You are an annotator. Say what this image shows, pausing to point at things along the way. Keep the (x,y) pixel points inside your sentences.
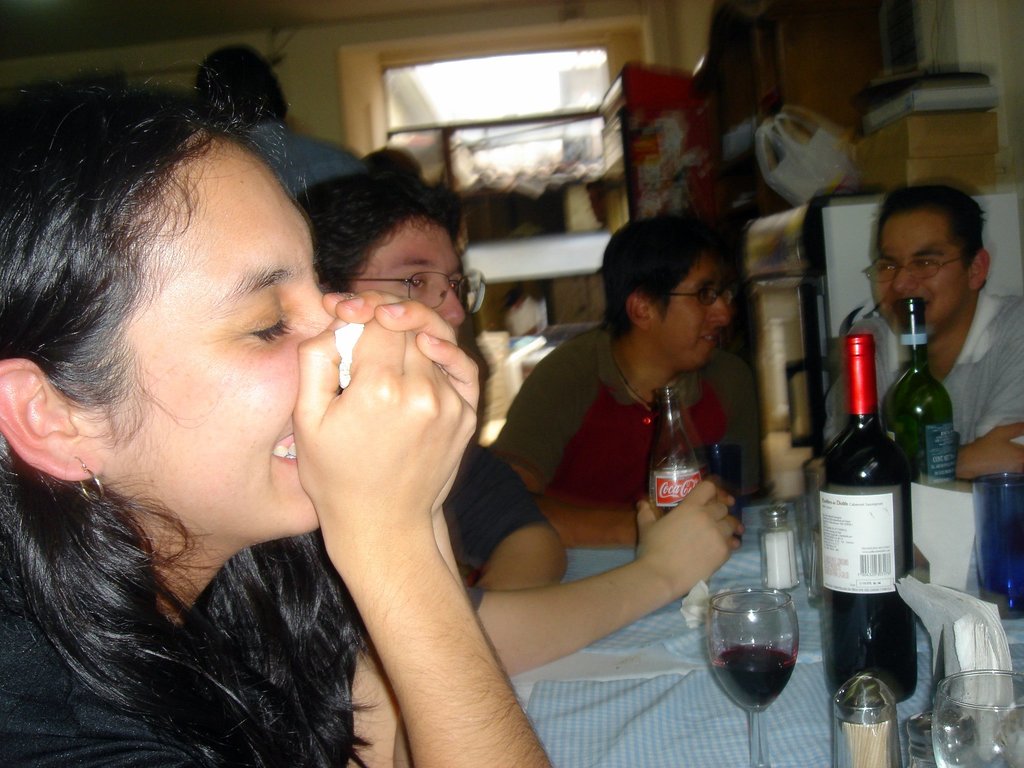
In this picture there are four people (666,349) sitting on the chair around the table (703,647) on which there are some glasses (742,632) and bottle (929,414) and behind there is a fridge (806,329).
